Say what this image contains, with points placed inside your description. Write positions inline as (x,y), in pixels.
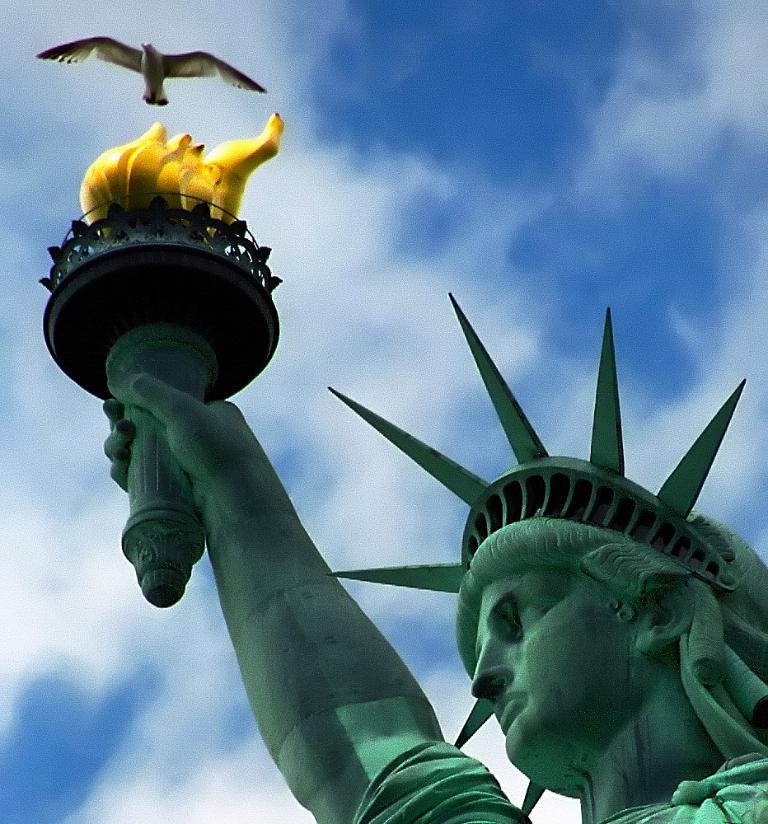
This image is taken outdoors. At the top of the image (504,190) there is the sky (362,451) with clouds (122,610) and there is a bird (139,57) flying in the sky (196,79). On the right side of the image (527,628) there is a statue (477,619) of a woman (573,622) holding a lamp (156,450) with fire (176,143) in the hand (203,459).
